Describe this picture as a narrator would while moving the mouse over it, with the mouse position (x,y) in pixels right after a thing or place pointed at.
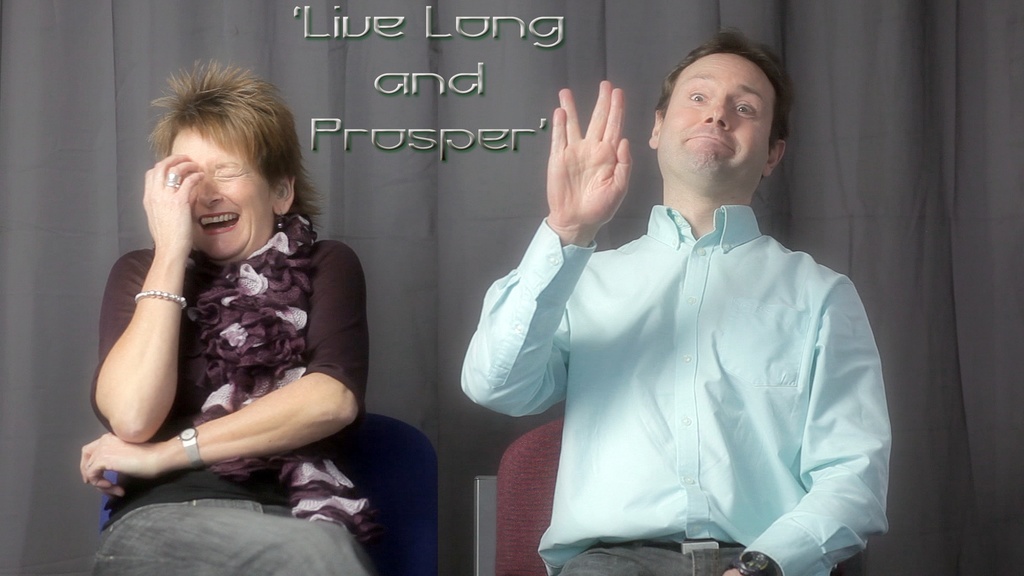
In this picture there is a man (674,313) who is wearing shirt (561,455), trouser (623,564) and watch (769,569). He is sitting on the chair (510,469), beside him there is a woman (234,214) who is also sitting on the chair (415,481). Behind them I can see the grey color cloth (466,234). At the top (498,135) there is a watermark (398,137).
